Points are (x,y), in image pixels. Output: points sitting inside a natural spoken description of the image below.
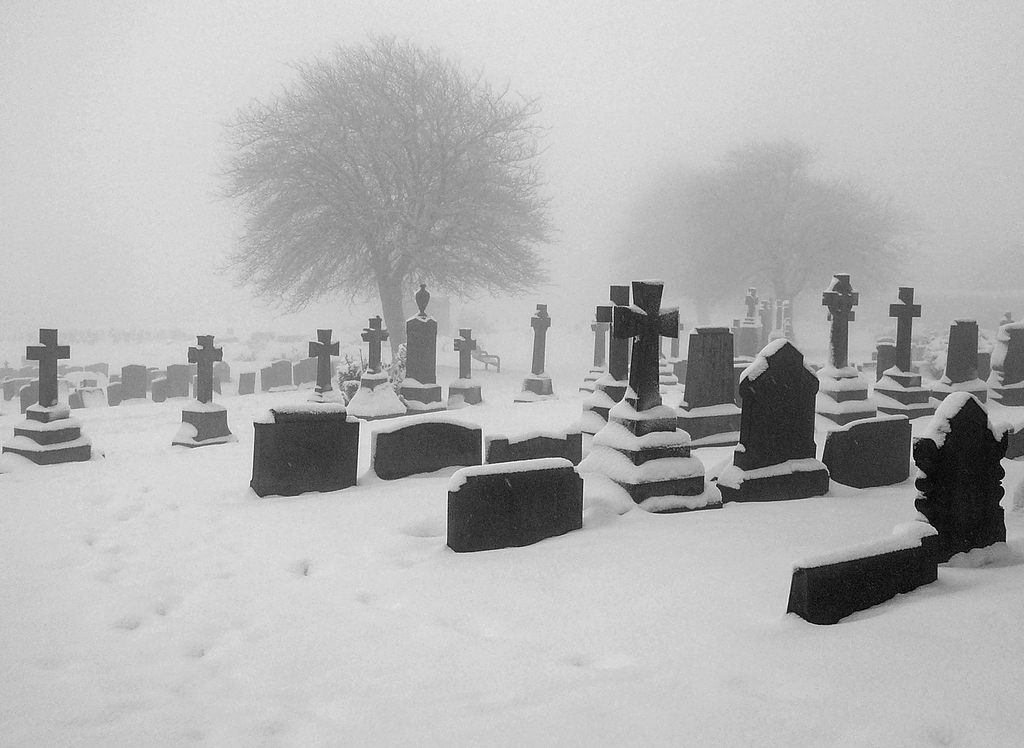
In the image we can see the graveyard (425,318) and the snow (394,563). Here we can see the trees (471,181) and the foggy sky (106,35).
